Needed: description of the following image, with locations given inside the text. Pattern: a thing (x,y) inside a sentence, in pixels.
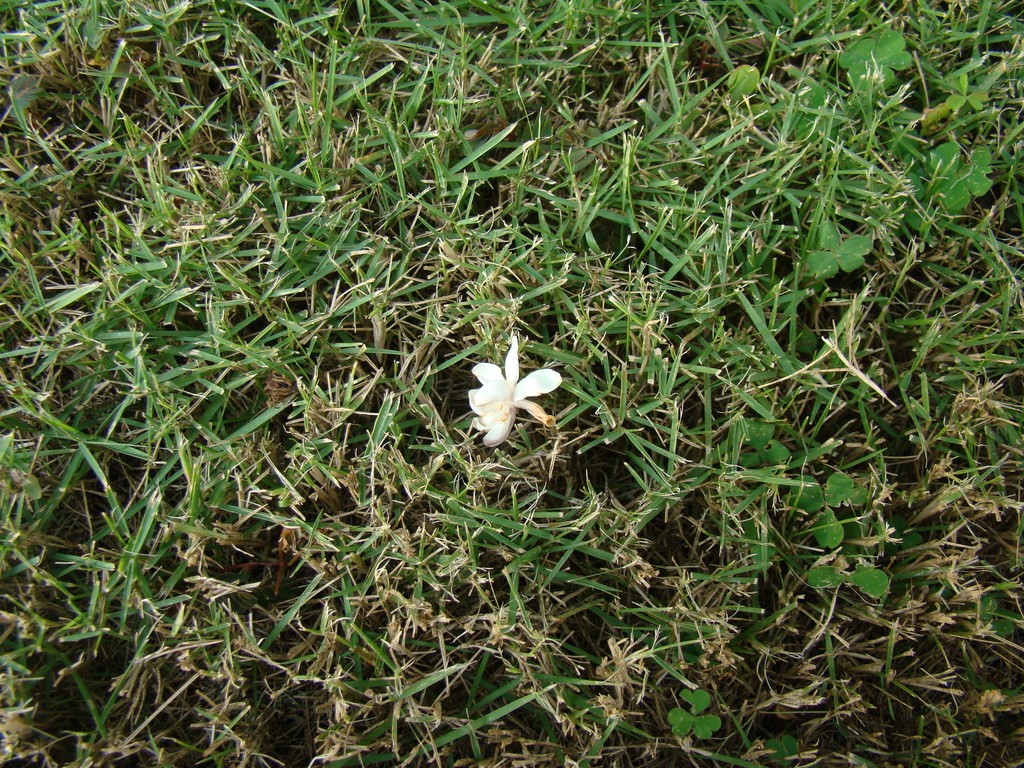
In the center of this picture (488,403) we can see a white color flower (509,402) and we can see the plants (848,575) and the green grass (456,292).
